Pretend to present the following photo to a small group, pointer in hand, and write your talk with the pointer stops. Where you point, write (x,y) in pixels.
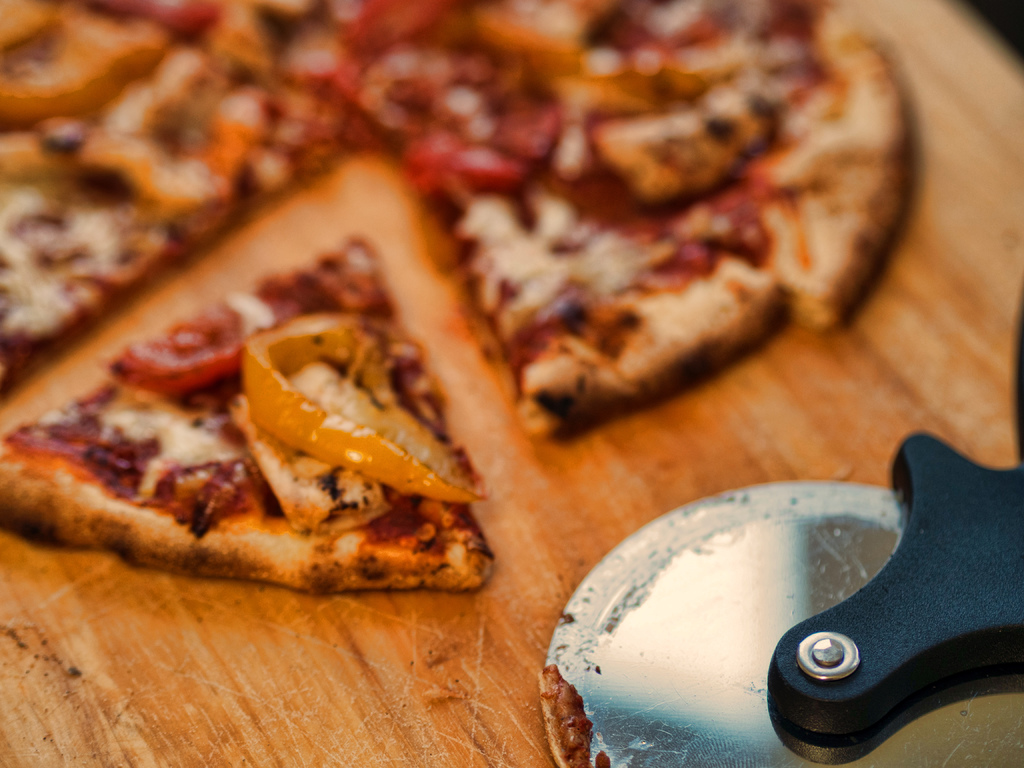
In the picture we can see a wooden slate (917,313) on it, we can see a pizza (201,213) with a slice (298,535) removed from it and on the pizza (313,522) we can see some tomato slices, cheese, sauce (80,429) and with some vegetable garnish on it and just beside to it we can see a cutter (841,532).
